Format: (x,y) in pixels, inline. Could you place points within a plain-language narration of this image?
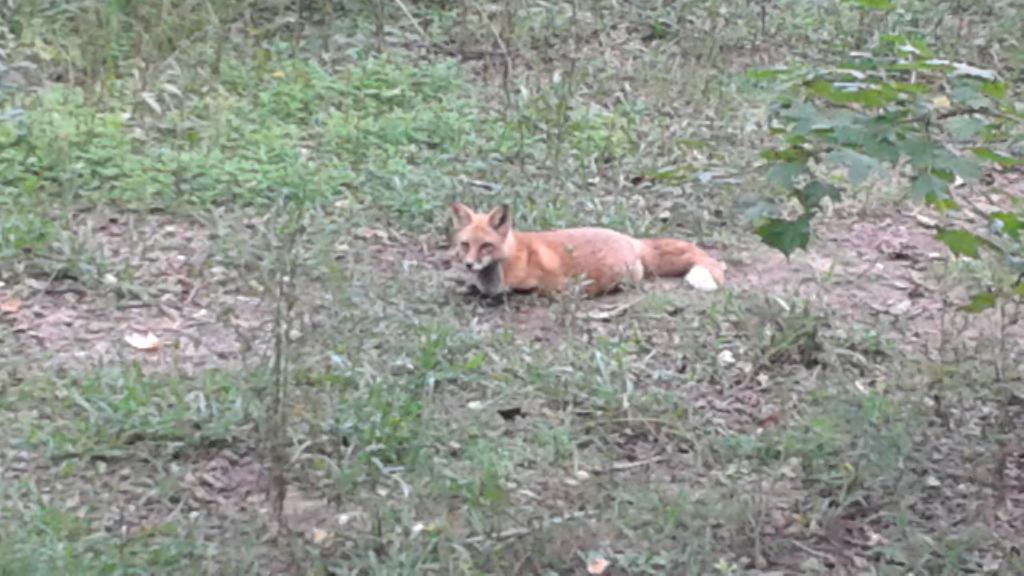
In this picture we can see a fox (561,272) laying here, at the bottom (18,510) we can see some leaves (149,312) and grass (413,199).
